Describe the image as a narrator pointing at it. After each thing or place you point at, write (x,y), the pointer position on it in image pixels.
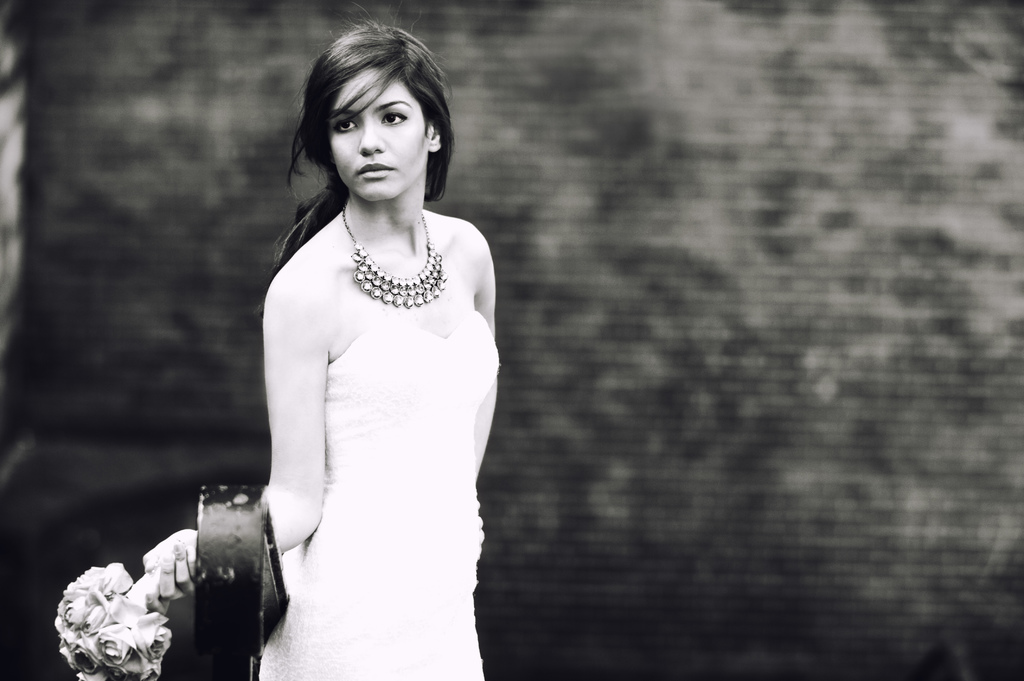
This is a black and white image. In this image we can see a woman (469,453) standing holding a bouquet (146,610).
